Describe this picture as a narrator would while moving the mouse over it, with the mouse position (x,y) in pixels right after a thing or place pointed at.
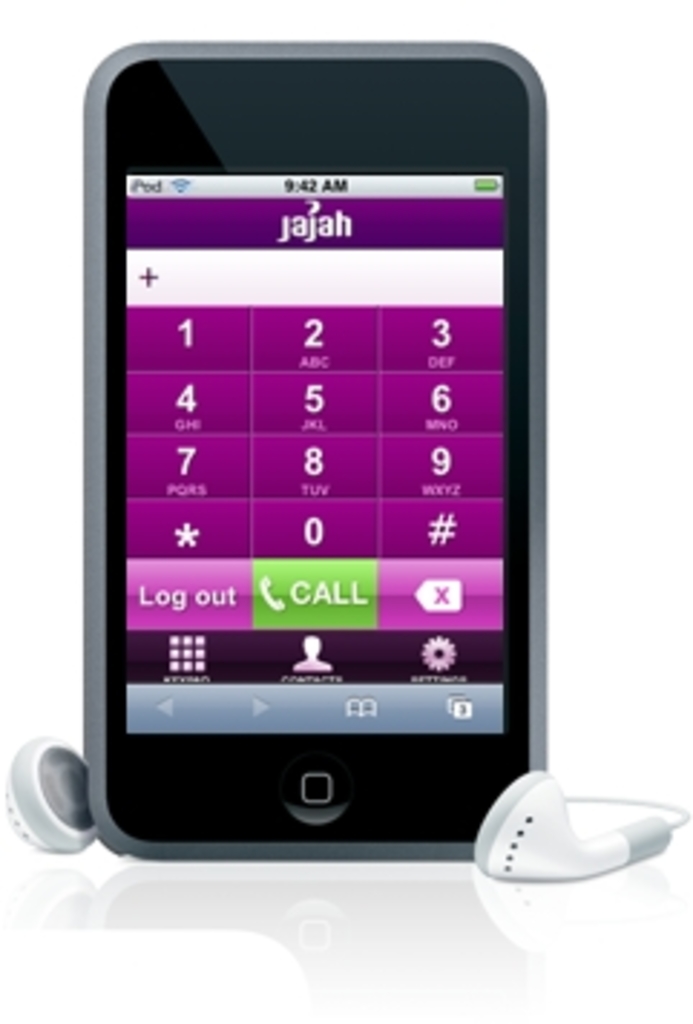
In this image we can see a mobile phone (217,455) with display (463,711) of numbers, text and other things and we can see earphones (484,823) on the surface (540,923).
